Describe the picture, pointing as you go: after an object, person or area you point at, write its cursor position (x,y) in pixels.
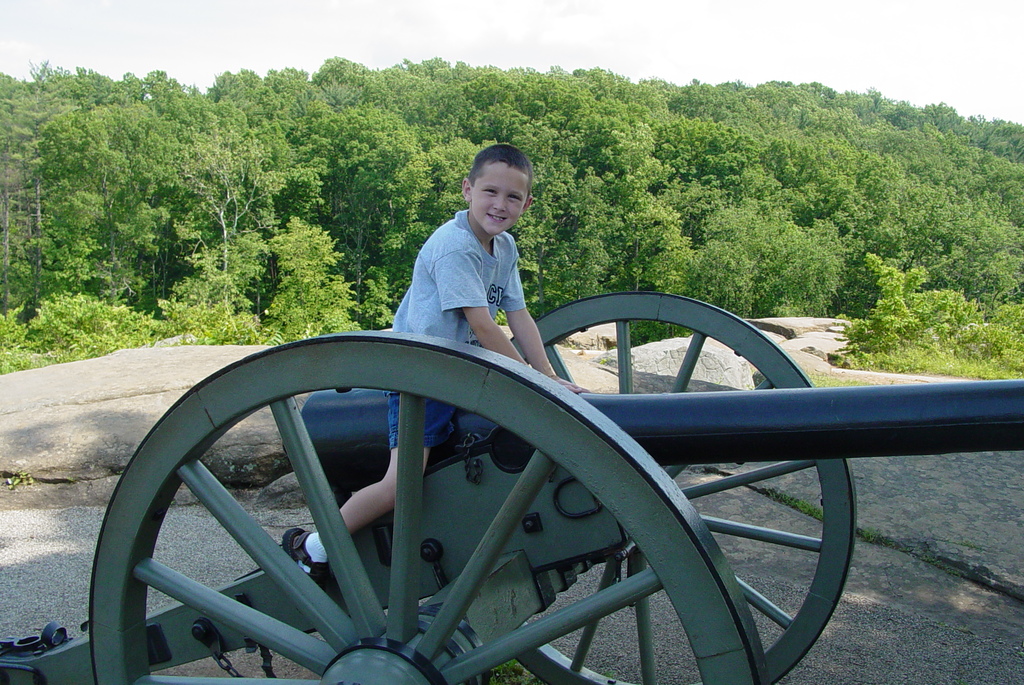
In this picture we can see a boy (435,403) who is sitting on the cart (511,452). These are the wheels (752,344). And on the background (403,153) there are many trees (849,164). And this is the sky (891,41).
